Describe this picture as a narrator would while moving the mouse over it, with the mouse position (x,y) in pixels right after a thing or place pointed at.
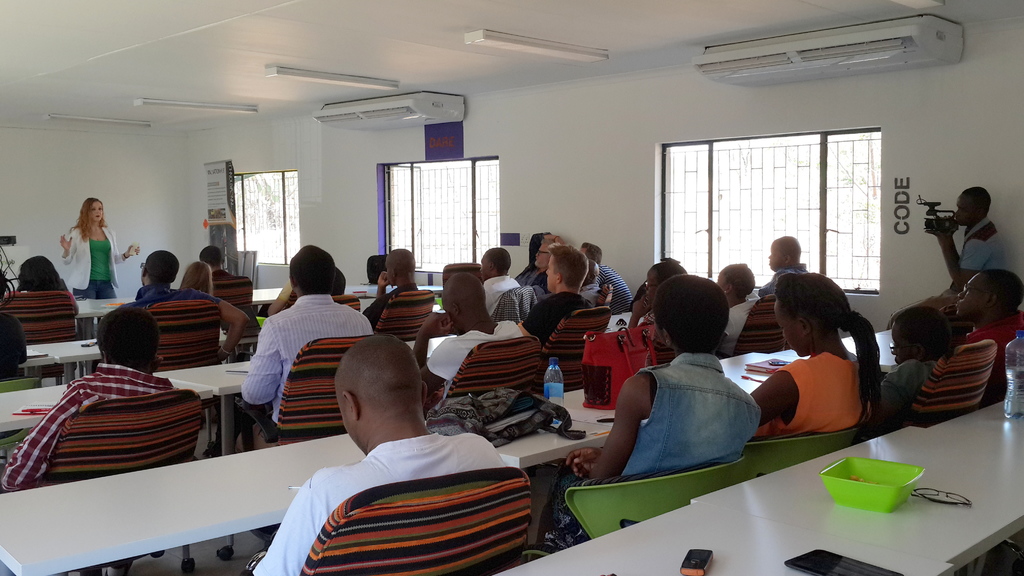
It seems to be the image is inside a class room (924,414). In the image there are group of people (470,350) sitting on chair (190,433) in front of a table (550,454), on table (585,409) we can see water bottle (559,377), hand bag (623,357), book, pen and a bowl (851,501), mobile (828,569). On right side (995,246) there is a man (973,245) holding a camera (947,224) on left side (101,259) we can see a woman (101,234) standing. In background (741,215) there is a window (755,177) on top (498,78) there is a roof (504,50) with few lights (555,54).
